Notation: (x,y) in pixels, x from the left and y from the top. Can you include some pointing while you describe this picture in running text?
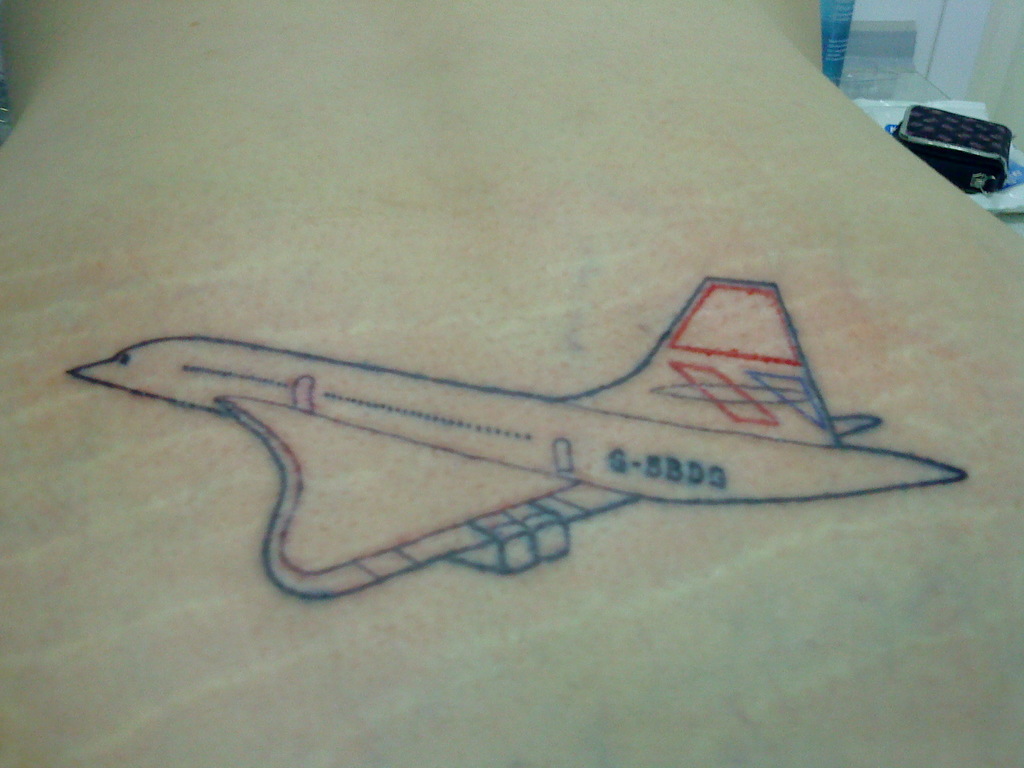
In this picture I can see the jet plane design (452,444) on the skin (581,571). In the top right corner (997,172) I can see some boxes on the table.
